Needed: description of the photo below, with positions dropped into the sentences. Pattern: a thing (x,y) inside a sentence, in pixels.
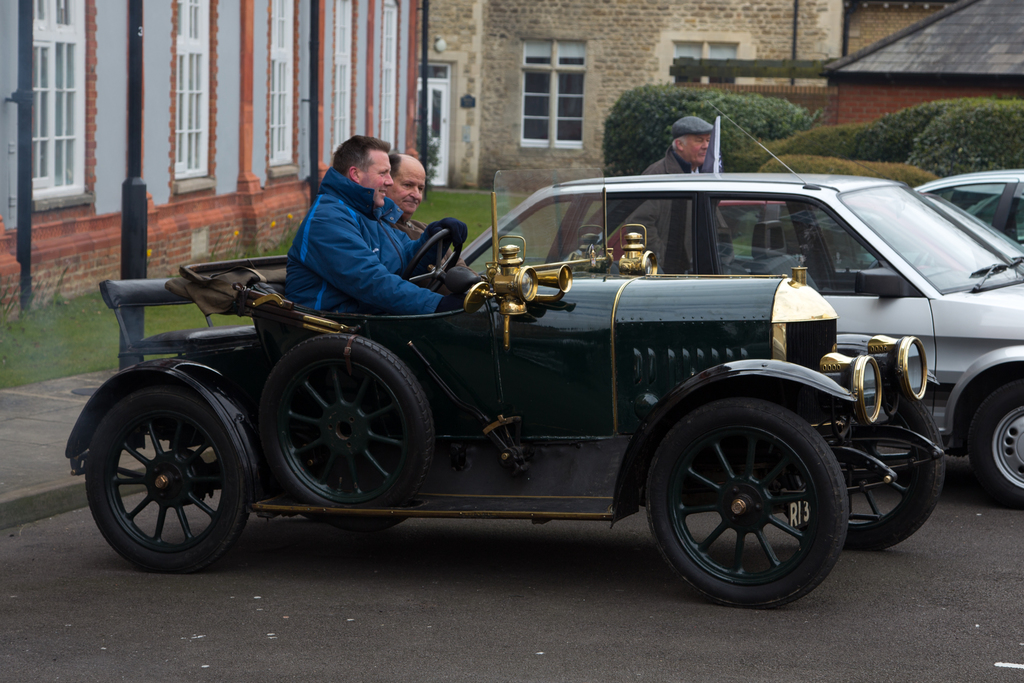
There is a vintage car (477,379). On that two persons (362,268) are sitting. Also there are cars (803,221). In the back (279,93) there are buildings (357,72) with windows (343,79). On the ground (458,212) there is grass (451,197). Also there are bushes (835,140).
